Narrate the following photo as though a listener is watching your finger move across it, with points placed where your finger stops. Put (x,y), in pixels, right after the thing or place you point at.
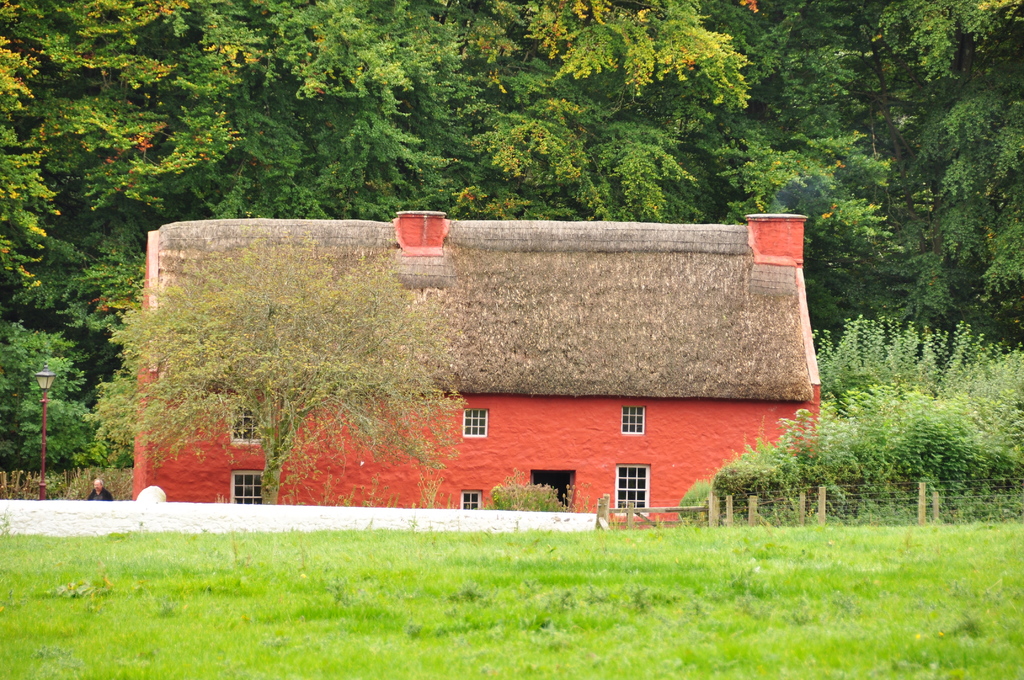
In this image we can see a house (517,331), there are some trees (388,284), fence (827,497), windows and grass (587,629) on the ground (346,563), also we can see a person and a pole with a light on it.
